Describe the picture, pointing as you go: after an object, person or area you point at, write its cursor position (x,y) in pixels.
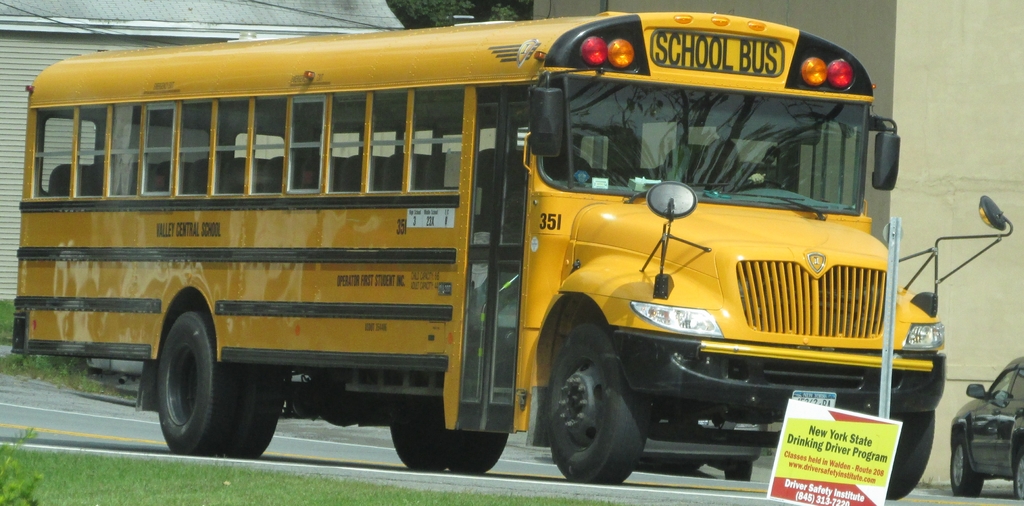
In this image I can see a yellow color bus (641,395) and on this bus (482,169) I can see something is written at few places. I can also see a board (864,417) and in the background (987,390) I can see a black color car (1021,496), grass (10,365), buildings (274,23) and a tree (509,6). On this board (815,422) I can see something is written.
